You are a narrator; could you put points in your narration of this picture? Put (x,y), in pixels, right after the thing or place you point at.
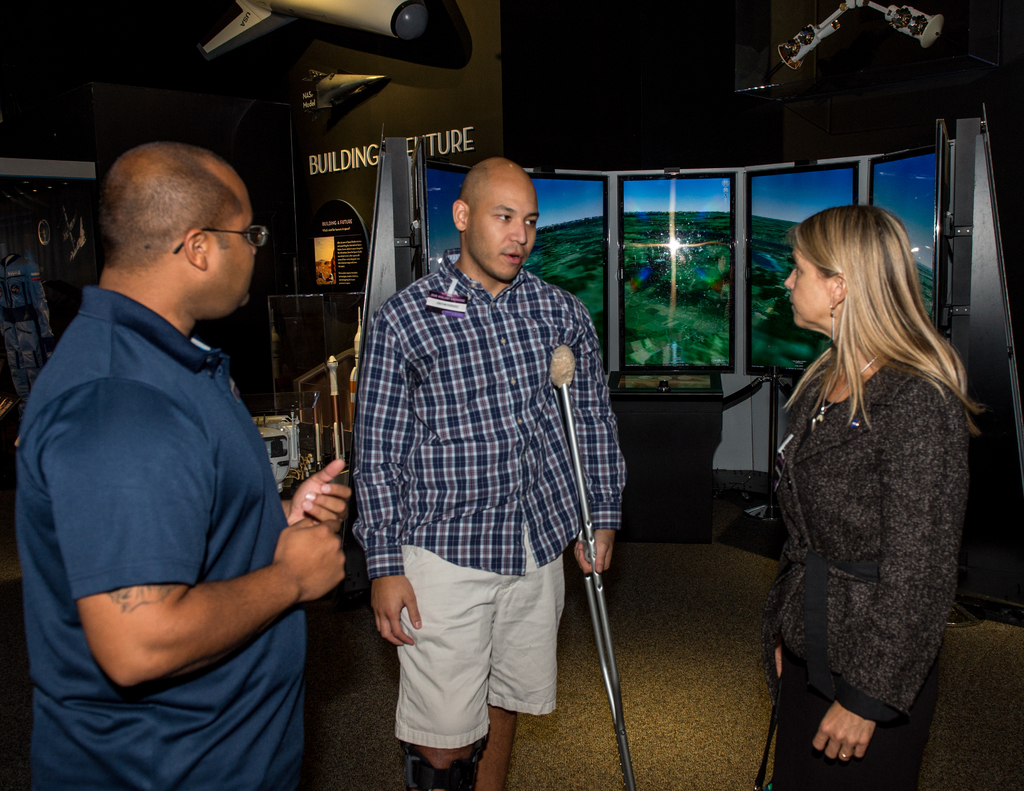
In this picture we can see two men (303,634) and a woman (854,278) standing on the floor (308,767) and in the background (28,232) we can see screens (823,180) and some objects (371,282).
